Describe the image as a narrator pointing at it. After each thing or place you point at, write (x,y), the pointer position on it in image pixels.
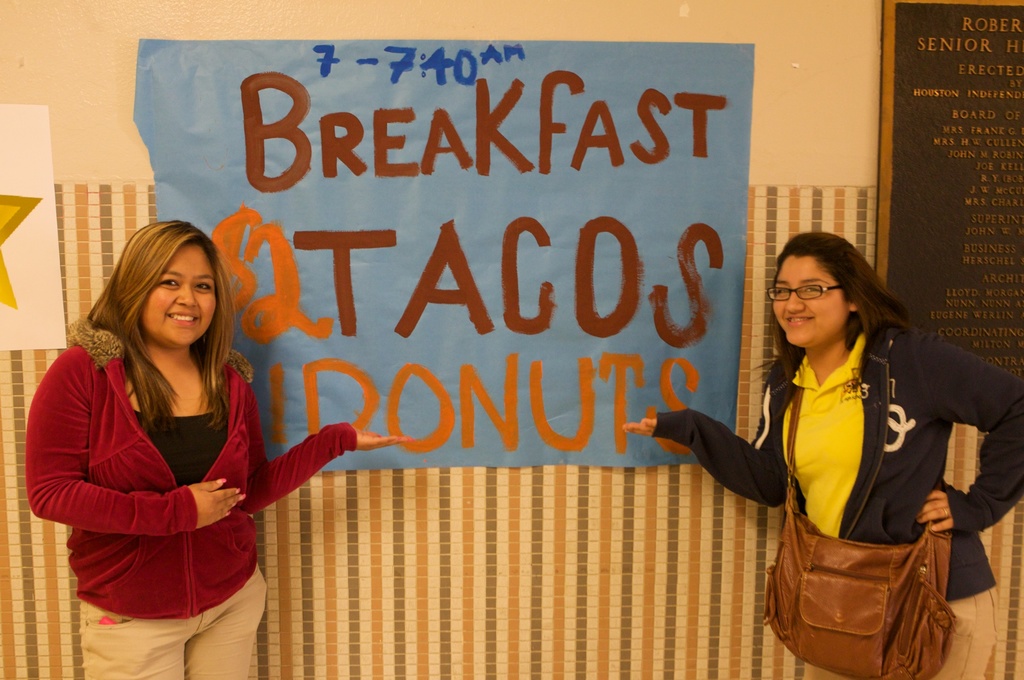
This picture seems to be clicked inside. On the left (176,326) there is a Woman (138,415) standing and smiling. On the right (864,287) there is a Woman (833,366) who is wearing spectacles (820,293) and bag (878,598) also standing and smiling. On the right corner (990,35) there is a wall mounted banner (899,37) on which the text (986,179) is printed. In the background (765,14) there is a wall (113,55) to which the banner (220,47) is attached.
